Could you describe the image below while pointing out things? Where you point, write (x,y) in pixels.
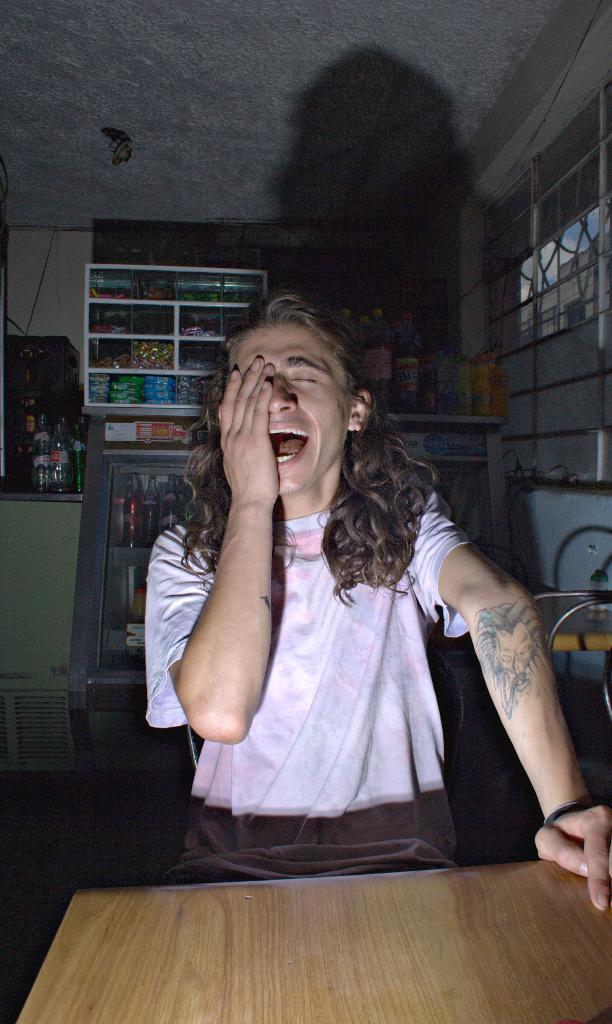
A person (362,600) in white color t-shirt (362,605), laughing and sitting. In front of him, there is a wooden table (400,947). In the background (208,282), there are different items (141,362) in different shelves (181,343). Beside these shelves (174,405), there are bottles (60,458) on the wall (37,528). Right to the person (403,451), there is a window (556,247). Top of him, there is a roof (243,59).
